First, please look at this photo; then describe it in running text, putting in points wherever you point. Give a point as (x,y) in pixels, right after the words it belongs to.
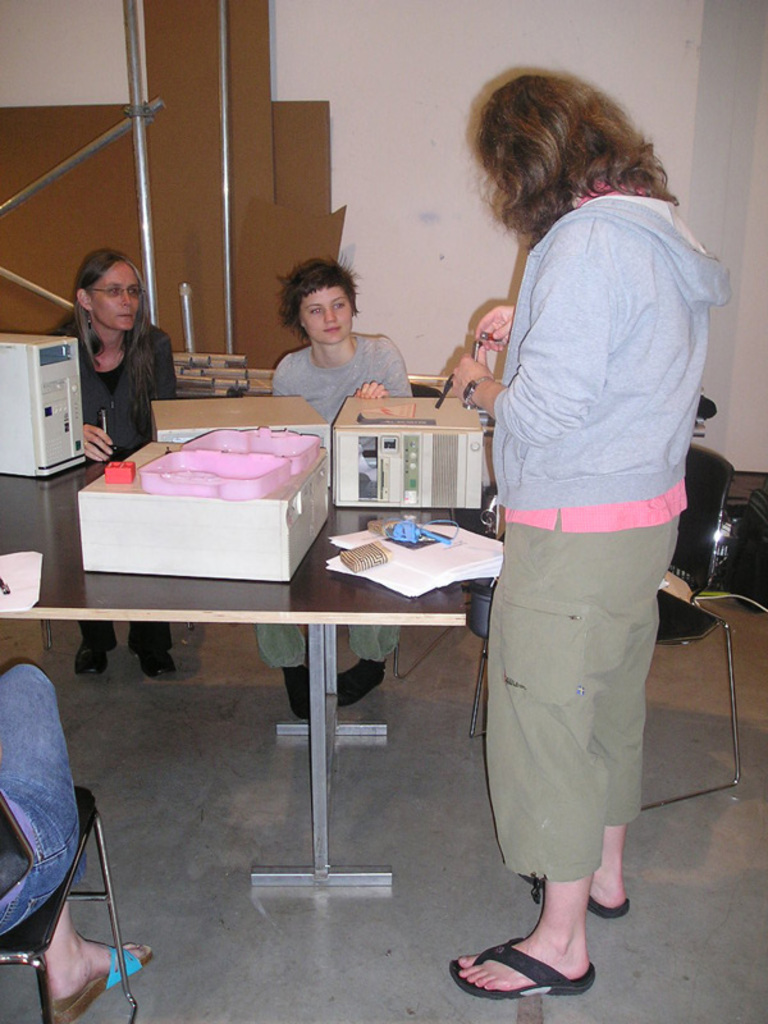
In this image I can see the people (346,357) sitting in-front of the table (303,584). On the table (325,597) there are some of the objects (31,358).
